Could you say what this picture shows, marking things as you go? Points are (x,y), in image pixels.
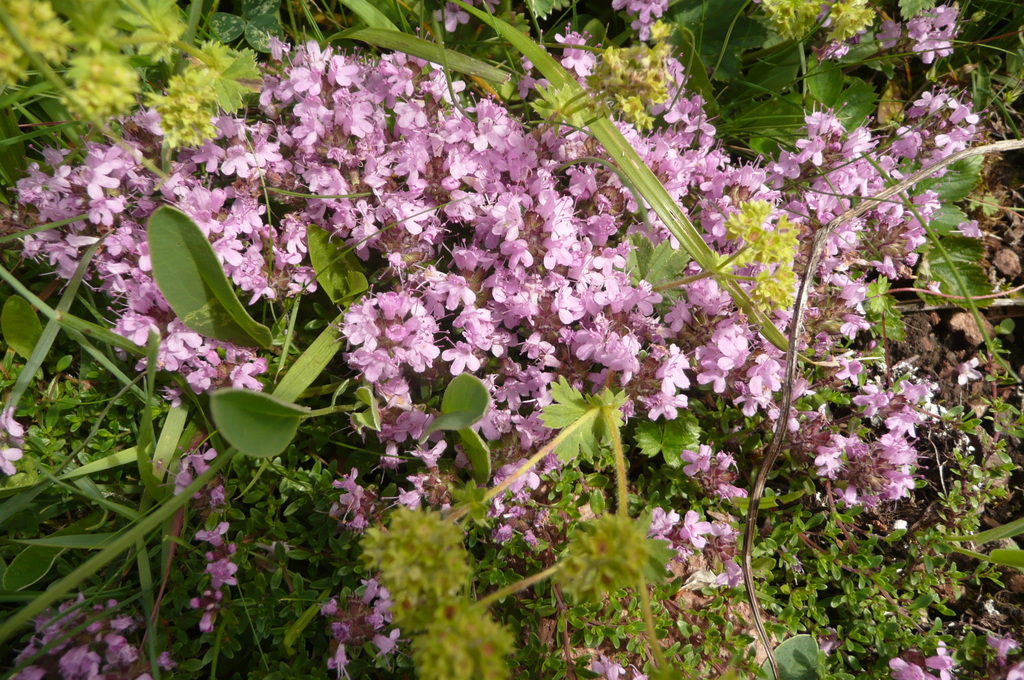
In this image I see the plants (507,330) and I see flowers (620,303) which are of pink in color.
